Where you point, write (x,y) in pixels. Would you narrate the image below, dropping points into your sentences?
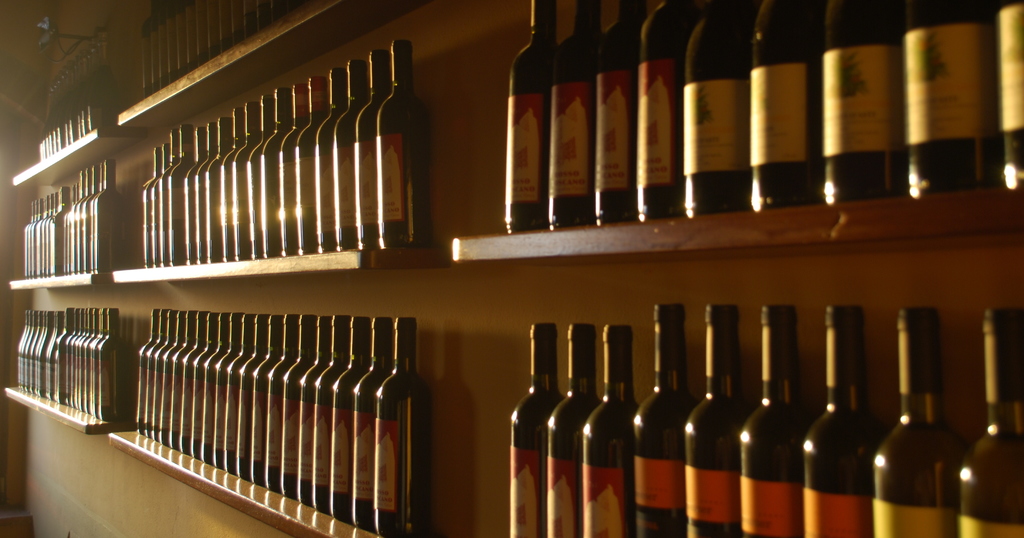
In this image there are group of bottles (322,191) with the lid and a label (392,163) arranged in an order in placed in a wooden rack (348,252).
